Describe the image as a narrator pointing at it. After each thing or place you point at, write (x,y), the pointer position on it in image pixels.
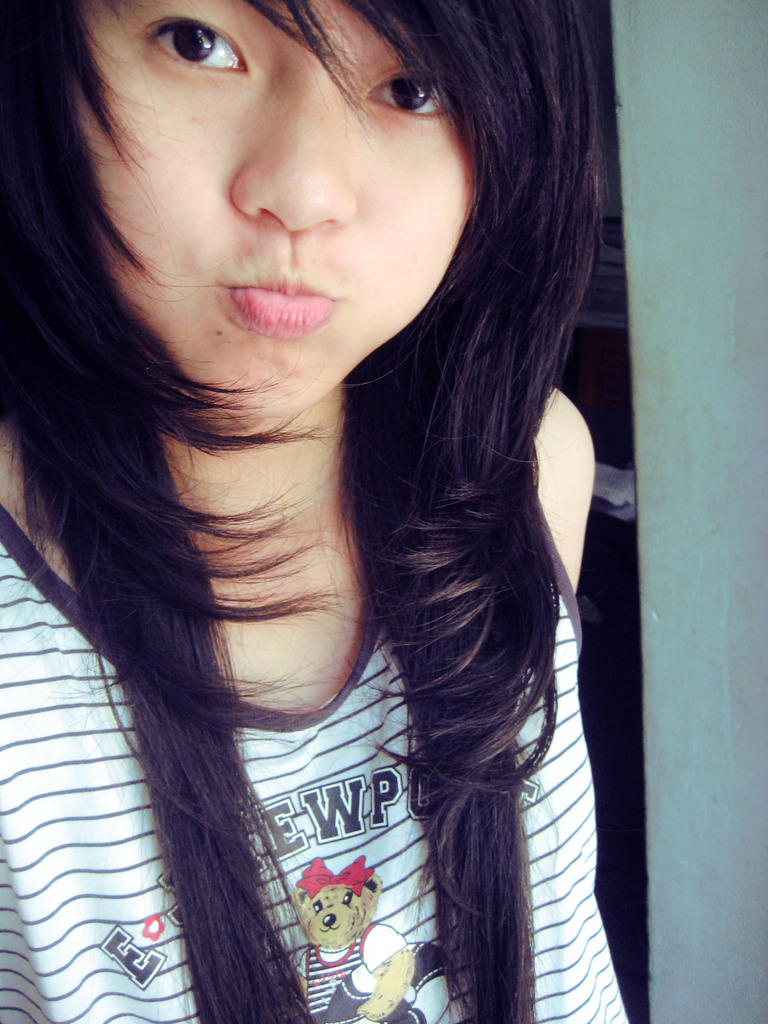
In this picture there is a woman (107,629). In the background of the image (736,523) we can see wall (742,924).
